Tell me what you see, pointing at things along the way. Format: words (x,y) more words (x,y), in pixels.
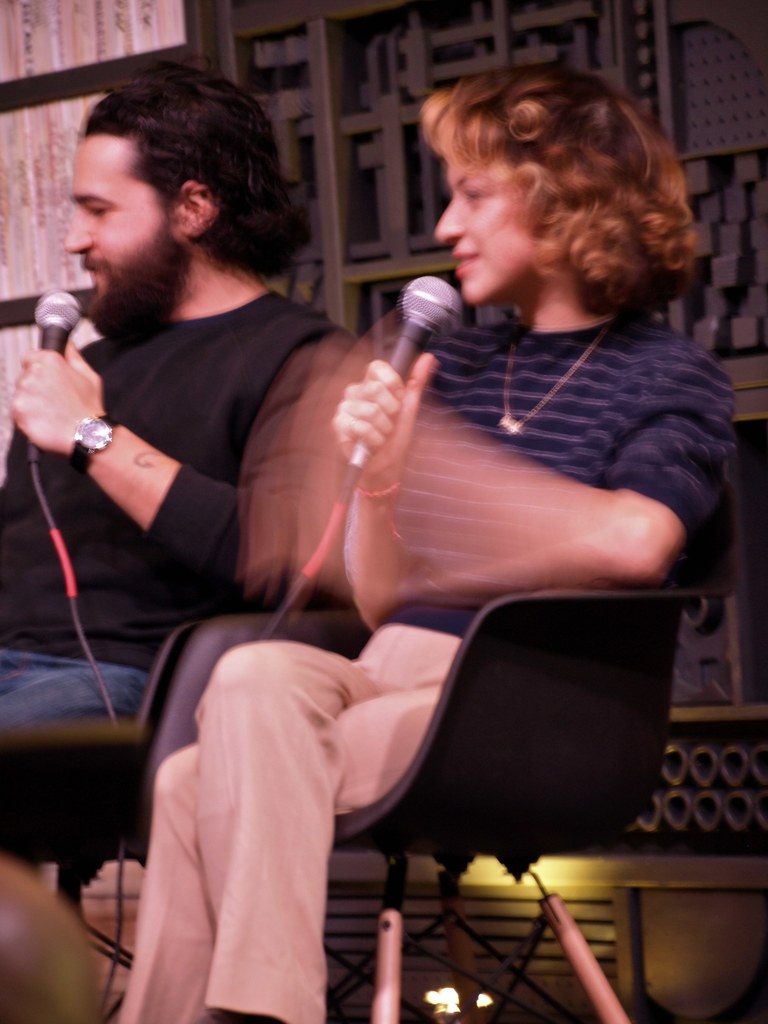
In this picture there is a woman (502,411) wearing blue color t-shirt (634,433) sitting on the chair (349,823) and holding microphone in the hand (383,408). Beside there is a boy (258,373) wearing black color t-shirt (45,455) is sitting on the chair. In the background (544,57) there is a big wooden rack (350,75).
